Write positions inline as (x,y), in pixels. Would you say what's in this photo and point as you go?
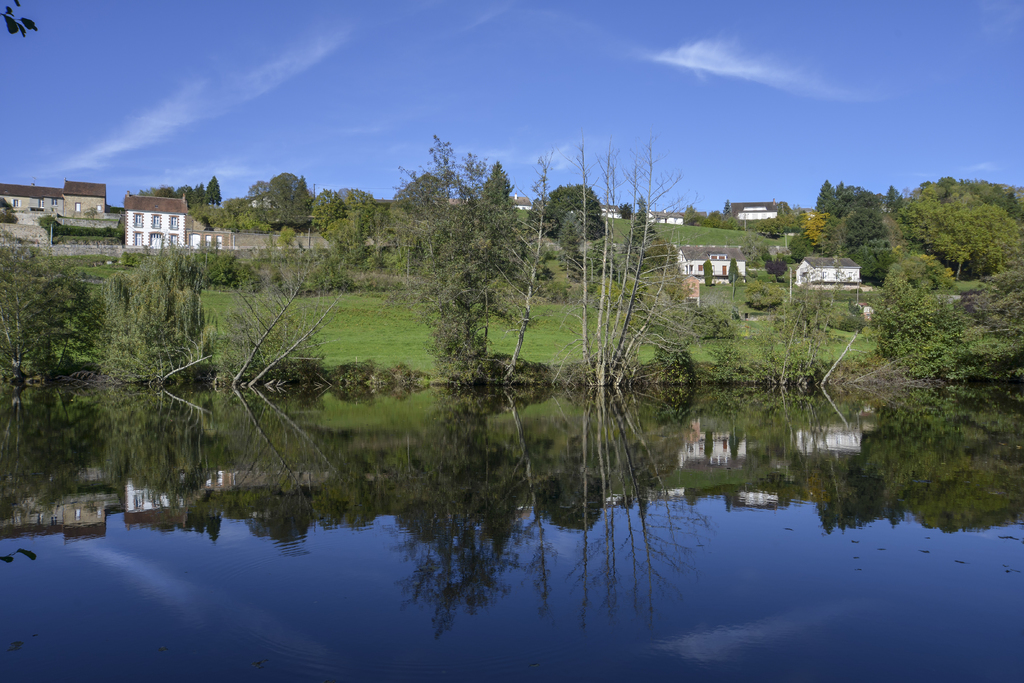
This picture shows few buildings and we see trees (609,348) and water (248,594) and we see a blue cloudy sky (497,75).
